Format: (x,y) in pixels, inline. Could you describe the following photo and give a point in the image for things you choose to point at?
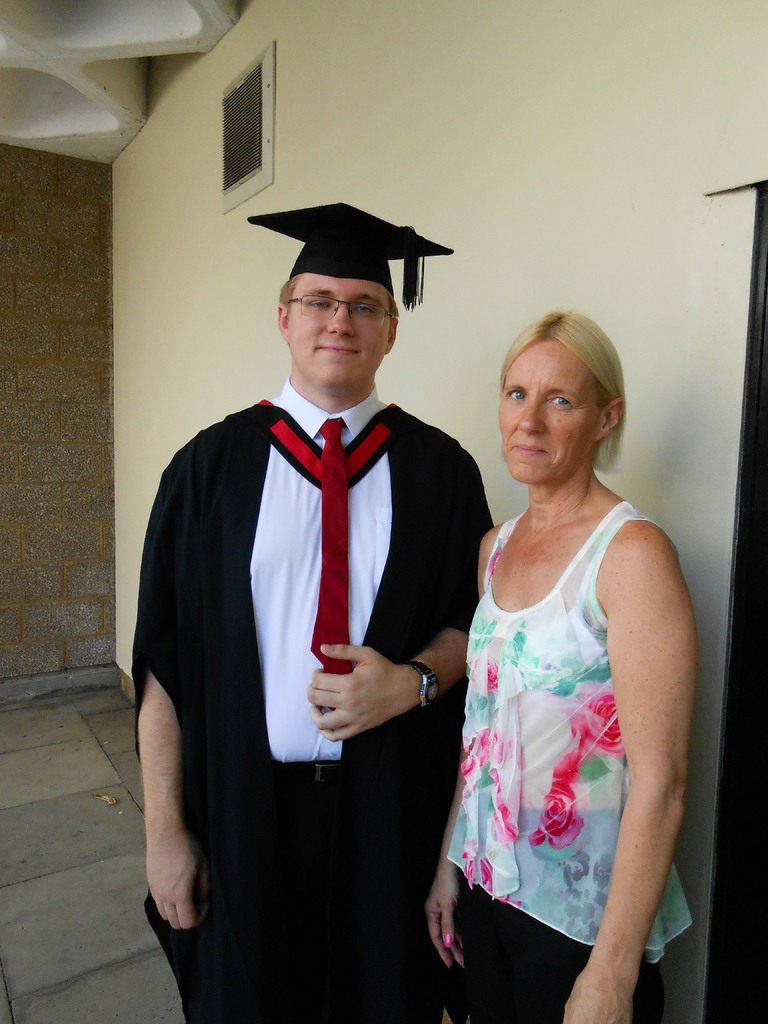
In this image I can see two people (293,691) with different color dresses (366,579). I can see the person (325,242) wearing the cap (326,247). In the back (436,176) there is a cream color wall (197,184).
